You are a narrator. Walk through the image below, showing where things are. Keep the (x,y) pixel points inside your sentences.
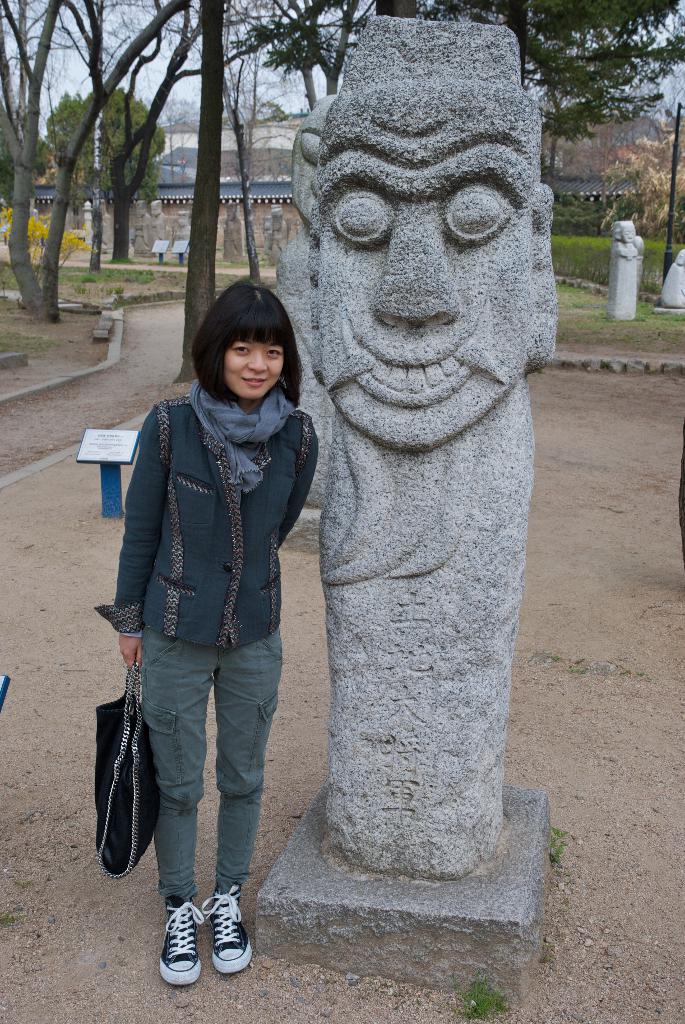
In this image we can see person (171,626) standing on the ground (119,691) and standing beside a statue (416,430). In the background (251,167) we can see sky (243,34), trees (153,136), buildings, poles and plants (583,219).
